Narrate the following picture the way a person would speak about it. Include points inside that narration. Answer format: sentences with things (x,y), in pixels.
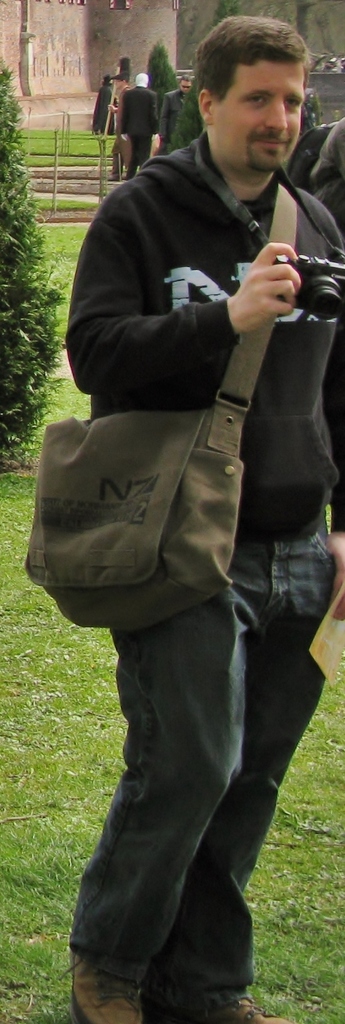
this picture shows a Man (150,937) Standing and holding a camera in his hand (274,270) and he wore a bag (286,219) and we see a couple of trees (8,425) and few people (150,126) standing.
